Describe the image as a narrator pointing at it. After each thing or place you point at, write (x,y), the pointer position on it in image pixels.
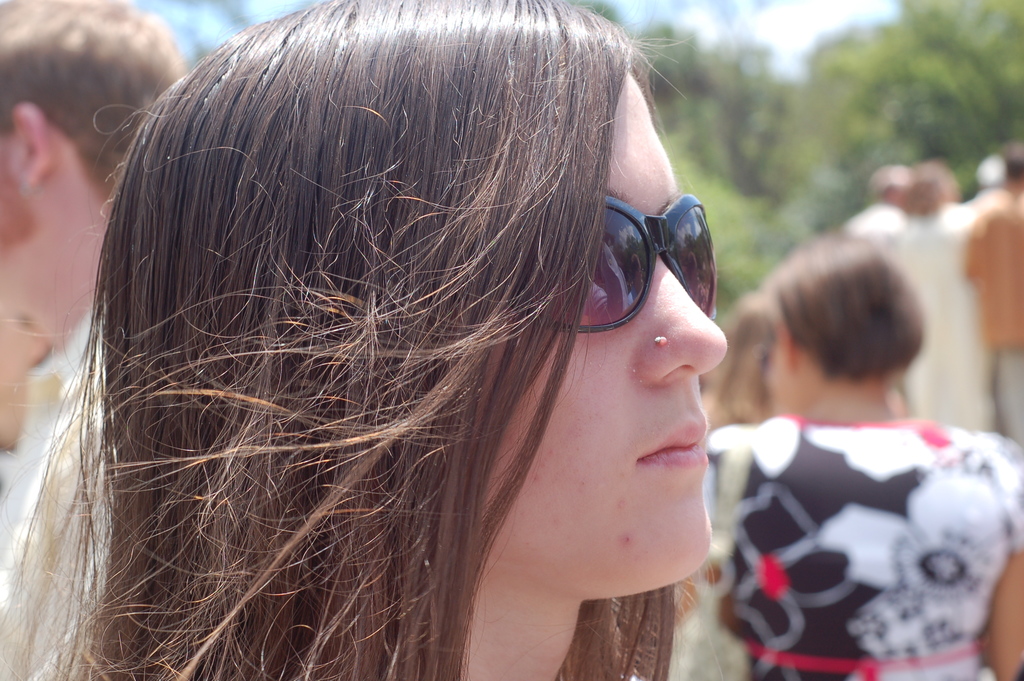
In this picture there is a woman (475,450) with goggles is standing in the foreground (555,566). At the back (960,607) there are group of people (972,368) and there are trees (950,111). At the top (782,20) there is sky (681,16).
